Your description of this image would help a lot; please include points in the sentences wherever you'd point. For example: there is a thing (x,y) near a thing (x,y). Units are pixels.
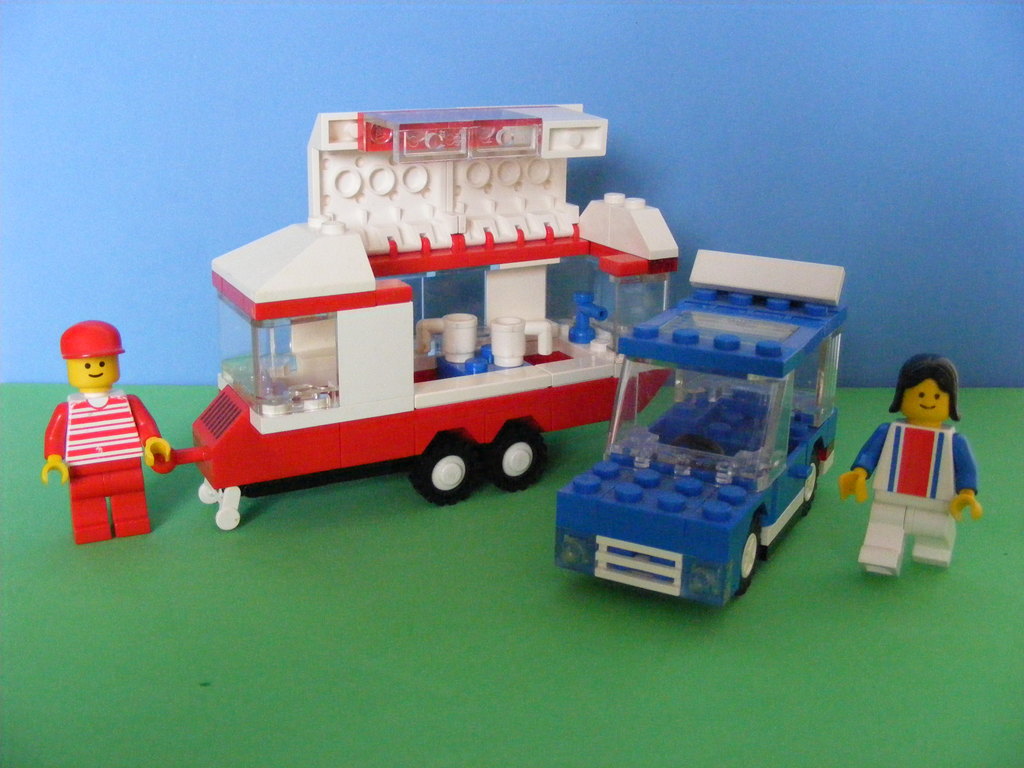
This image consists of toys (517,364) in blue and red color. It looks like there are two vehicles (560,372) and two persons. At the bottom (632,659), there is green color. In the background (331,80), there is a wall (856,127) in blue color.
